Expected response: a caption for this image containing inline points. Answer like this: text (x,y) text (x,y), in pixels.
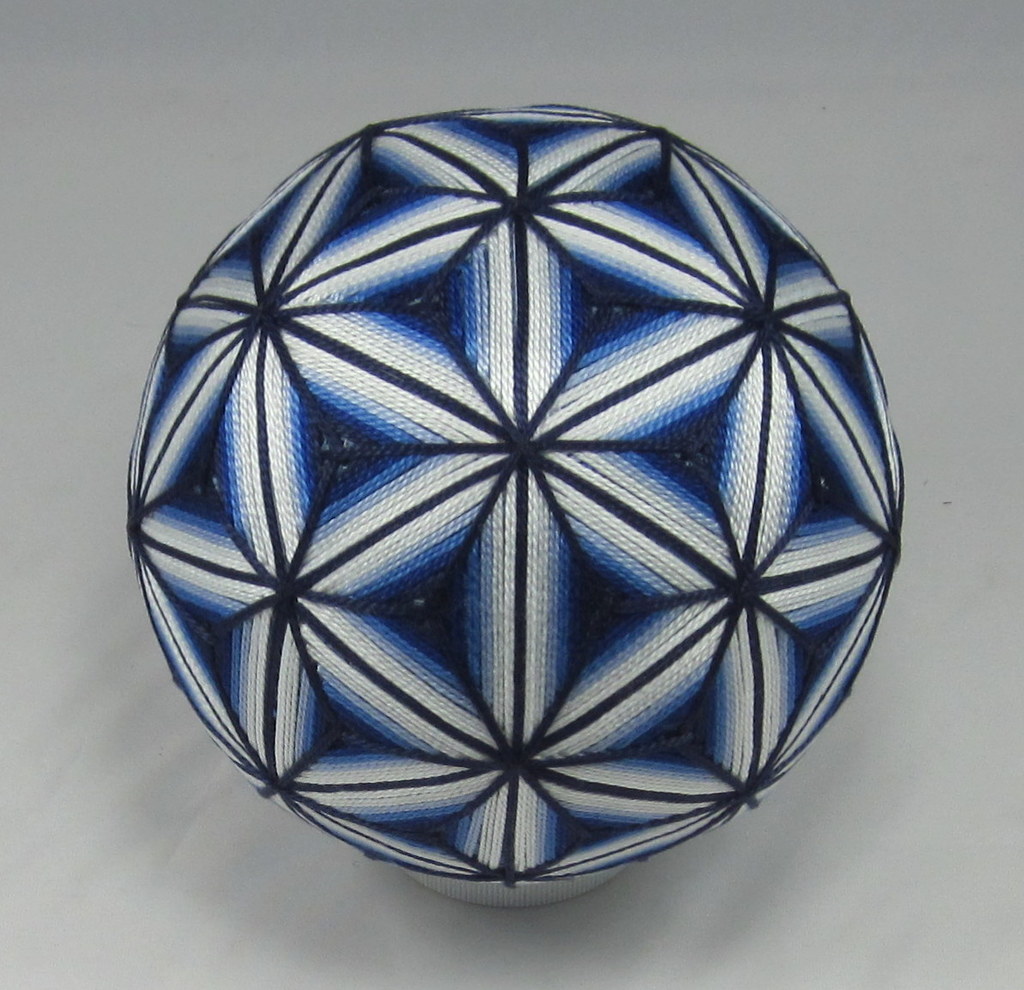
In this picture there is a ball (542,496) in white and dark blue color. There is a white color background (988,346).
